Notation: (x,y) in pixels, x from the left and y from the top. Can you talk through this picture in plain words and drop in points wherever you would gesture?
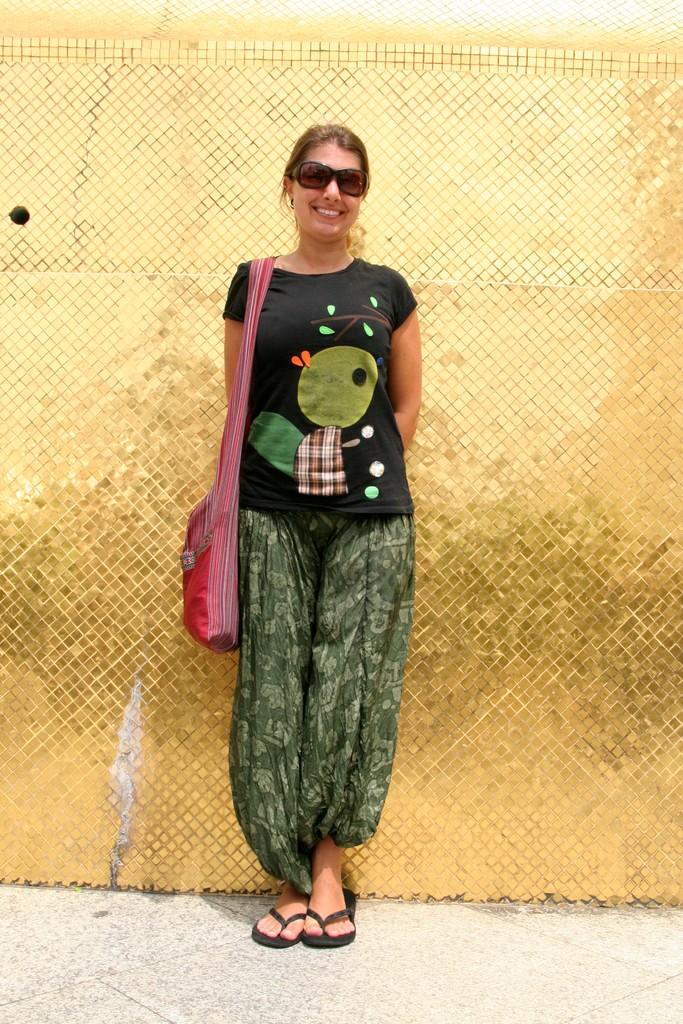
As we can see in the image there is wall (510,627) and a woman (335,505) wearing bag (226,558) and black color t shirt (333,408).
